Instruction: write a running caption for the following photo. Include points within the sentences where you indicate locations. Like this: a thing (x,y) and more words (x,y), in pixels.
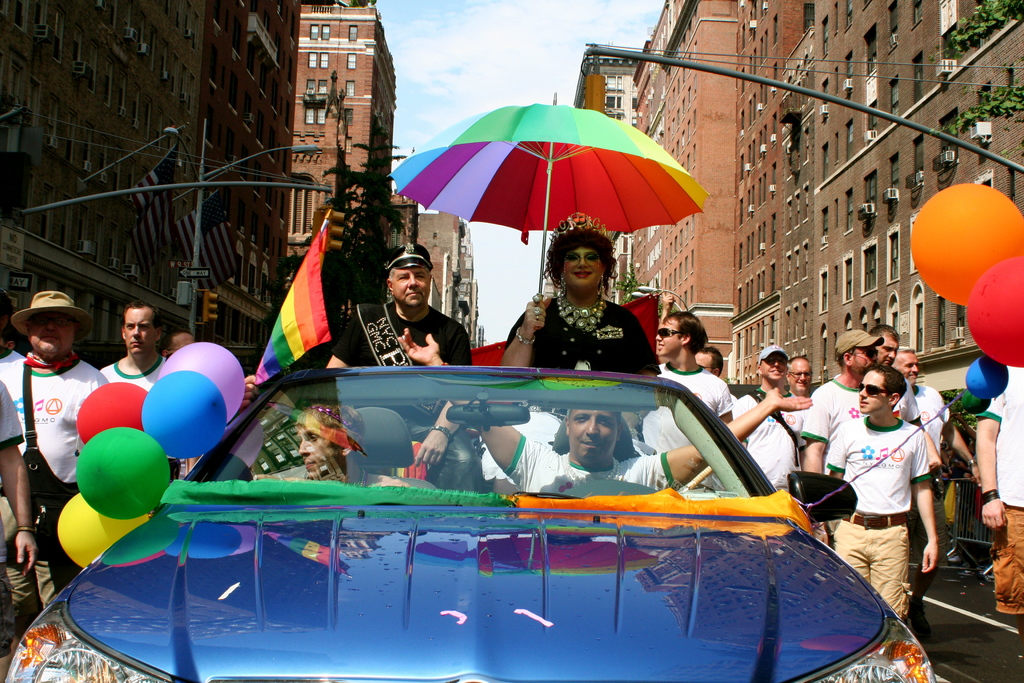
This is a picture taken in the outdoors. It is sunny. There are some people (514,333) in fancy dress (534,336). The person (564,332) in black dress (570,334) was holding an umbrella (537,202) and these people (515,447) are sitting on a blue car (400,550). To right (825,404) and left side of the people (504,432) there are some group of people (780,422) are standing on the road (935,626). Behind the people (371,332) there are buildings (897,175), trees (364,227) and sky (466,36).
